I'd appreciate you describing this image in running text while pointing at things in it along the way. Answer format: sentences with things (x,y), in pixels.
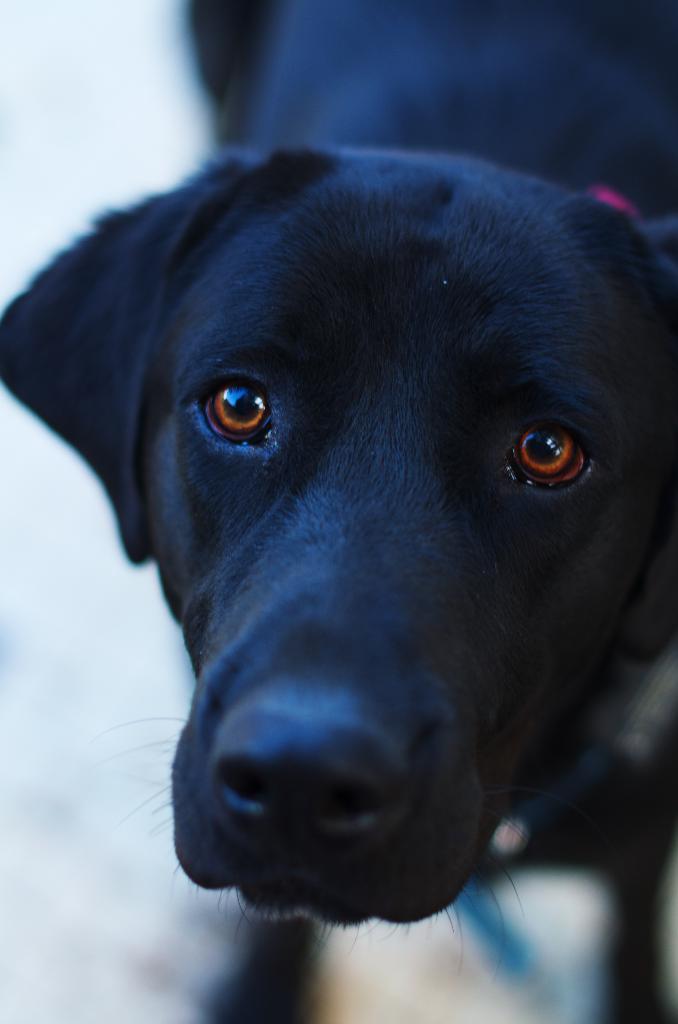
In this picture I can see a dog (226,252) which is of black color and I see that it is blurred in the background (138,84).
